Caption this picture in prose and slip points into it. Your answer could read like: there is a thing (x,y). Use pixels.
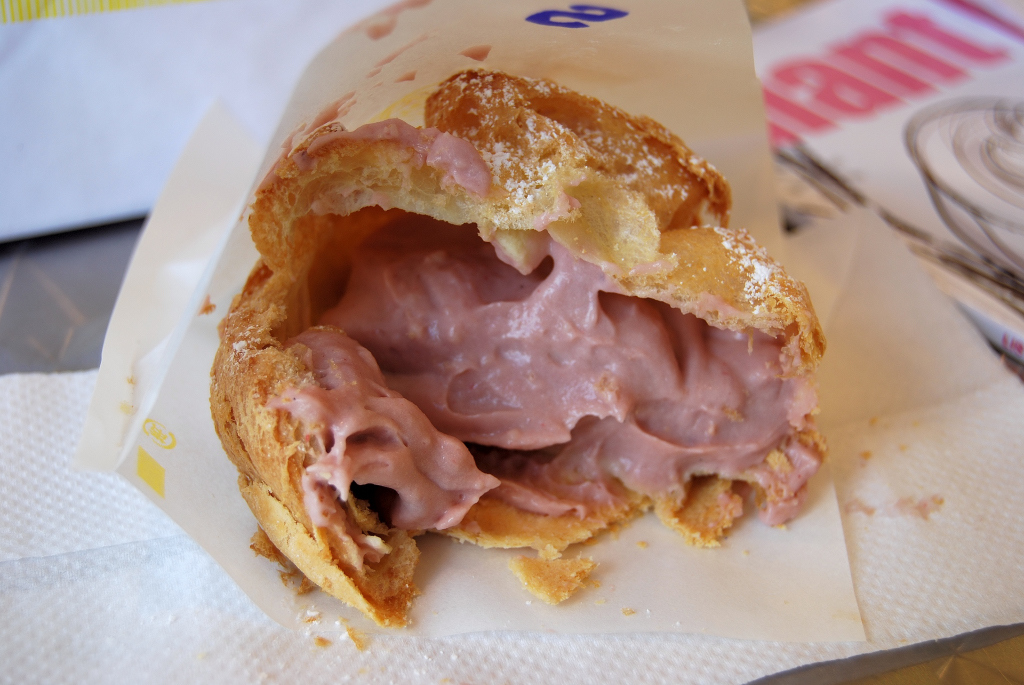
In this image we can see some food (651,385), tissue papers (737,545) and a book (967,196) placed on the surface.
